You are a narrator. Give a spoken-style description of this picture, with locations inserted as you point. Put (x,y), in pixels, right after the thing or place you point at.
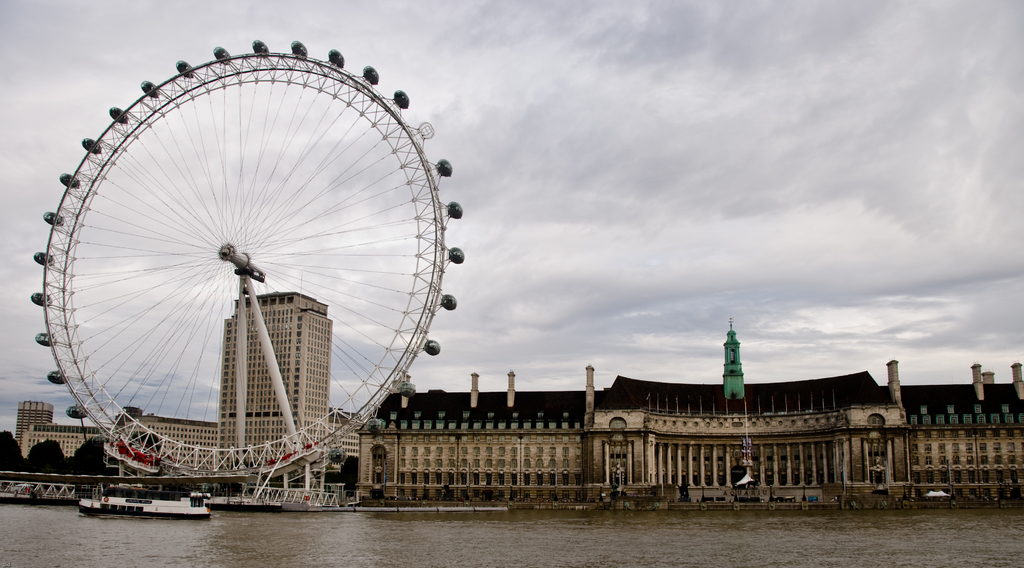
In this picture we can see water (438,536) at the bottom (454,541), on the left side (109,458) there are trees (97,454), a boat (197,509) and a giant wheel (290,459), we can see buildings (321,360) in the background (873,427), there is the sky (22,346) at the top of the picture (539,78).
